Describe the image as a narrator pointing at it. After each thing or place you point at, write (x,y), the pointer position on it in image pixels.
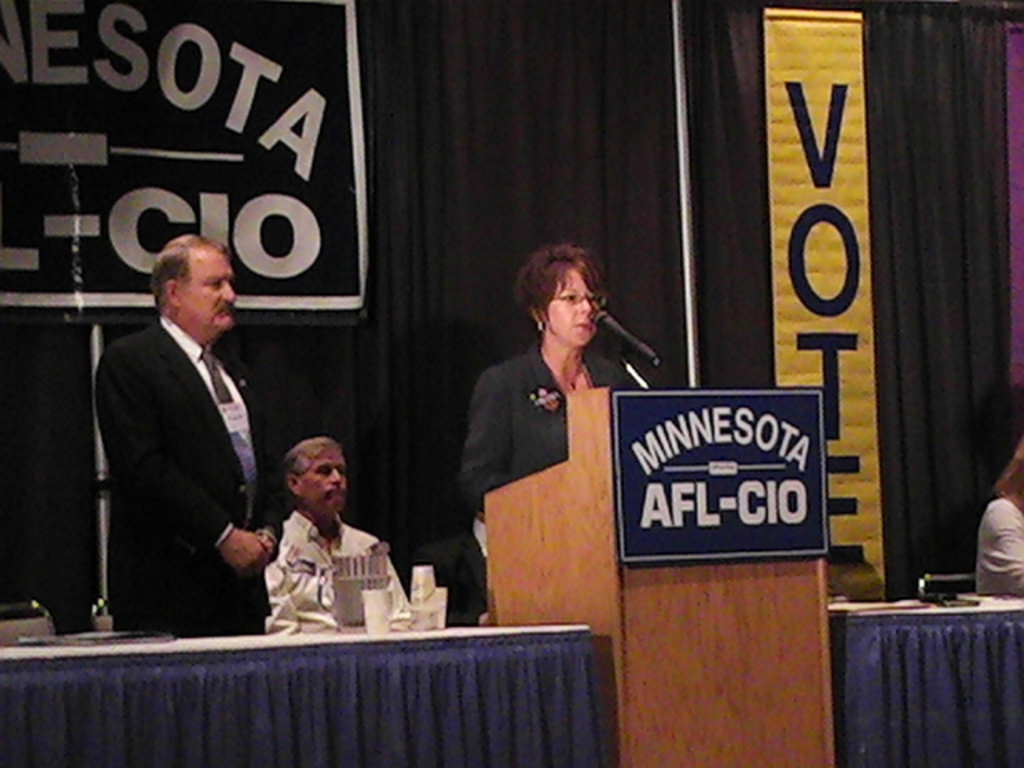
This image is taken indoors. In the background (551,205) there are a few curtains (630,224) and banners (328,160) with text (800,213) on them. At the bottom of the image (485,674) there is a table (551,668) with tablecloths (500,675) and a few things (438,614) on them and there is a podium (695,509) with a mic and a board (674,447) with text (724,506) on it. In the middle of the image (582,306) a woman (545,343) is standing on the floor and a man (298,586) is sitting on the chair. On the right side (999,489) a person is sitting on the chair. On the left side of the image (157,415) a man (198,375) is standing on the floor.
